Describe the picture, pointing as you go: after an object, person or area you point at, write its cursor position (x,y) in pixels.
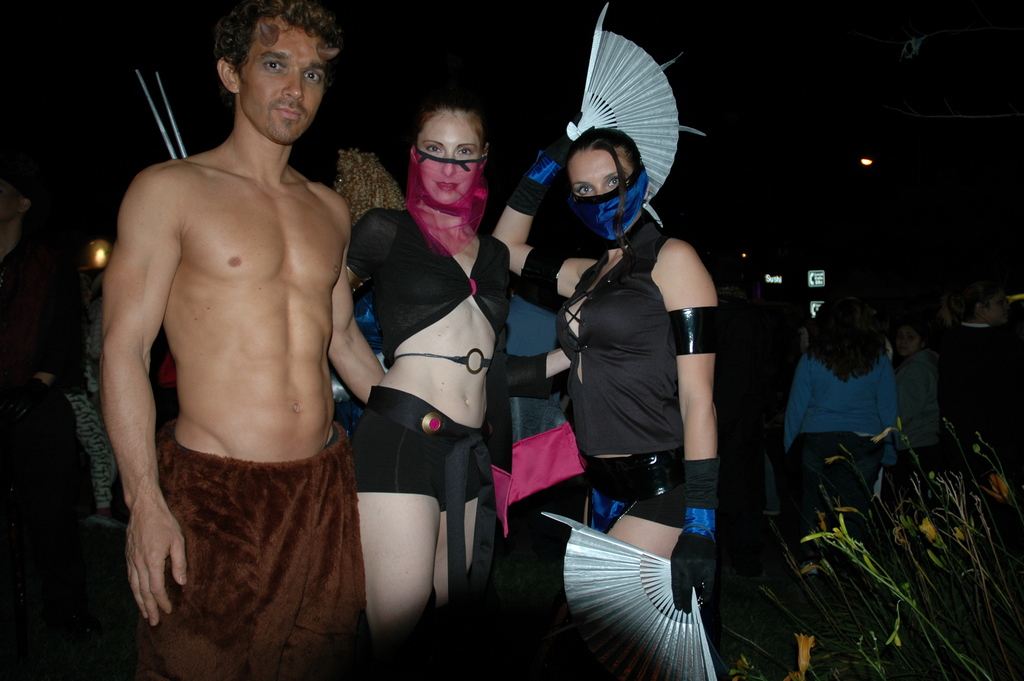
In the picture we can see some group of people (533,444) standing, in the foreground of the picture (641,424) there are two women (478,425) and a man (293,404) standing and posing for a photograph and in the background (792,217) there is dark view.
